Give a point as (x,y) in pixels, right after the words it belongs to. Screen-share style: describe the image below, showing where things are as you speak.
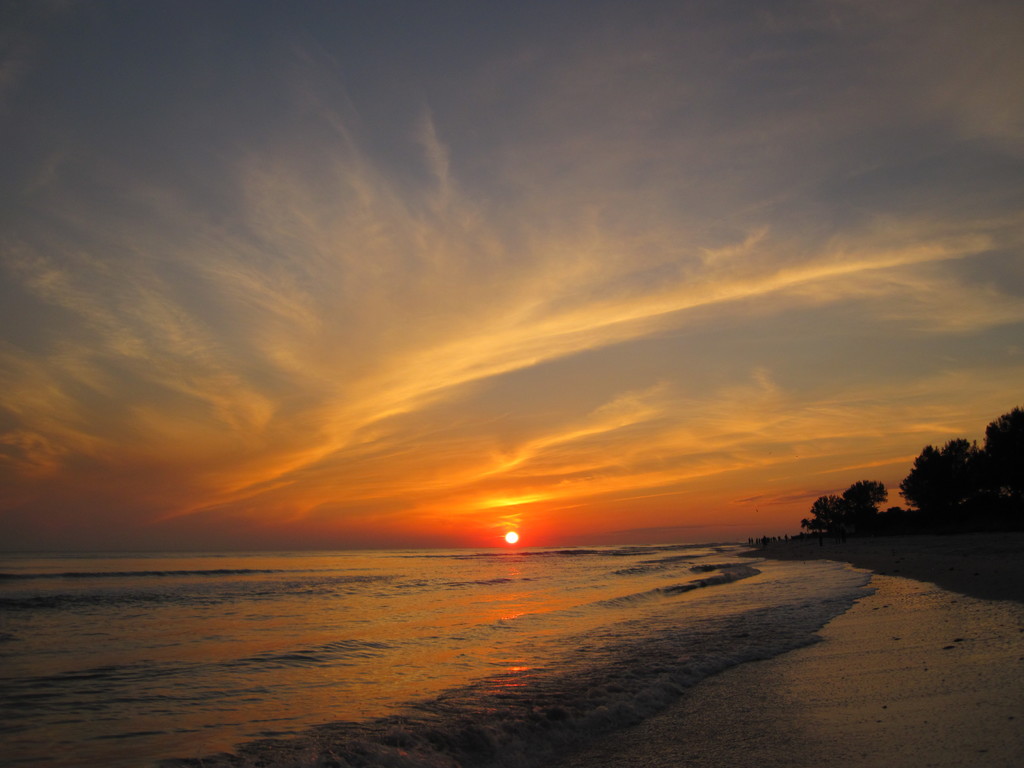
In this image we can see sea (531,607), sun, sky (499,185) and clouds (288,411). On the right side of the image (938,625) we can see sand (952,565), persons (787,537) and tree (866,513).
